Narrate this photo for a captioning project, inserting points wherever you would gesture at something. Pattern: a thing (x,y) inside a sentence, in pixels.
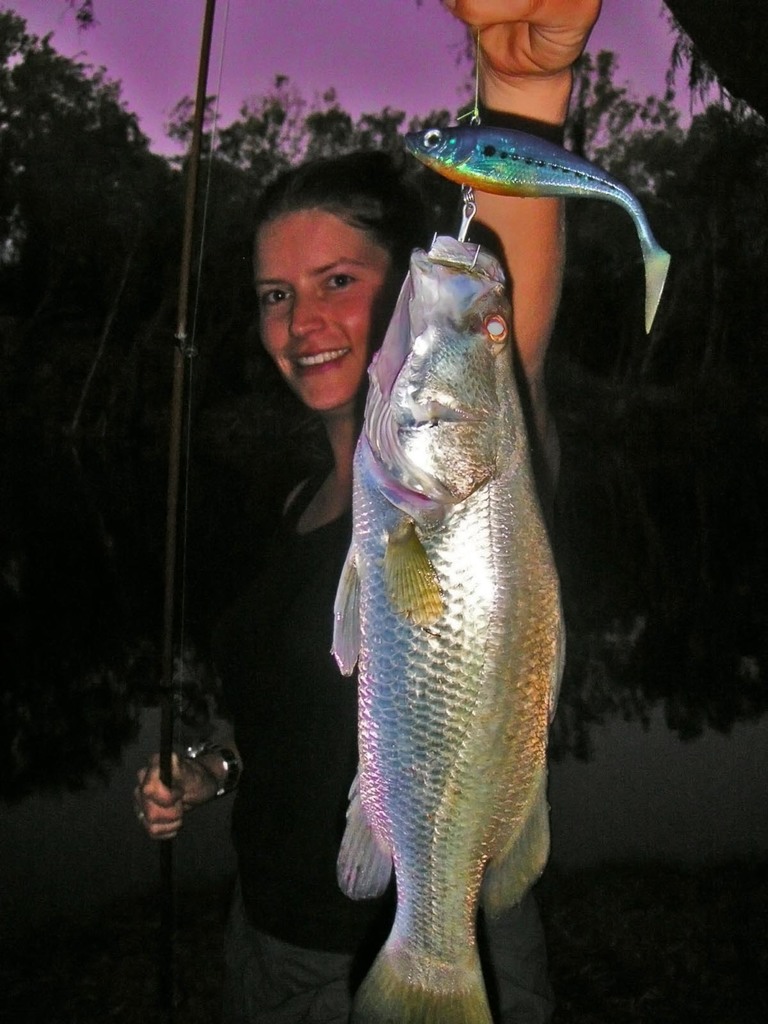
In the picture I can see a woman (319,308) in the middle of the image (300,360) and there is a smile on her face (265,320). She is holding the fishes (426,252) in her left hand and there is a fishing device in her right hand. In the background (230,443), I can see the trees (722,67).
